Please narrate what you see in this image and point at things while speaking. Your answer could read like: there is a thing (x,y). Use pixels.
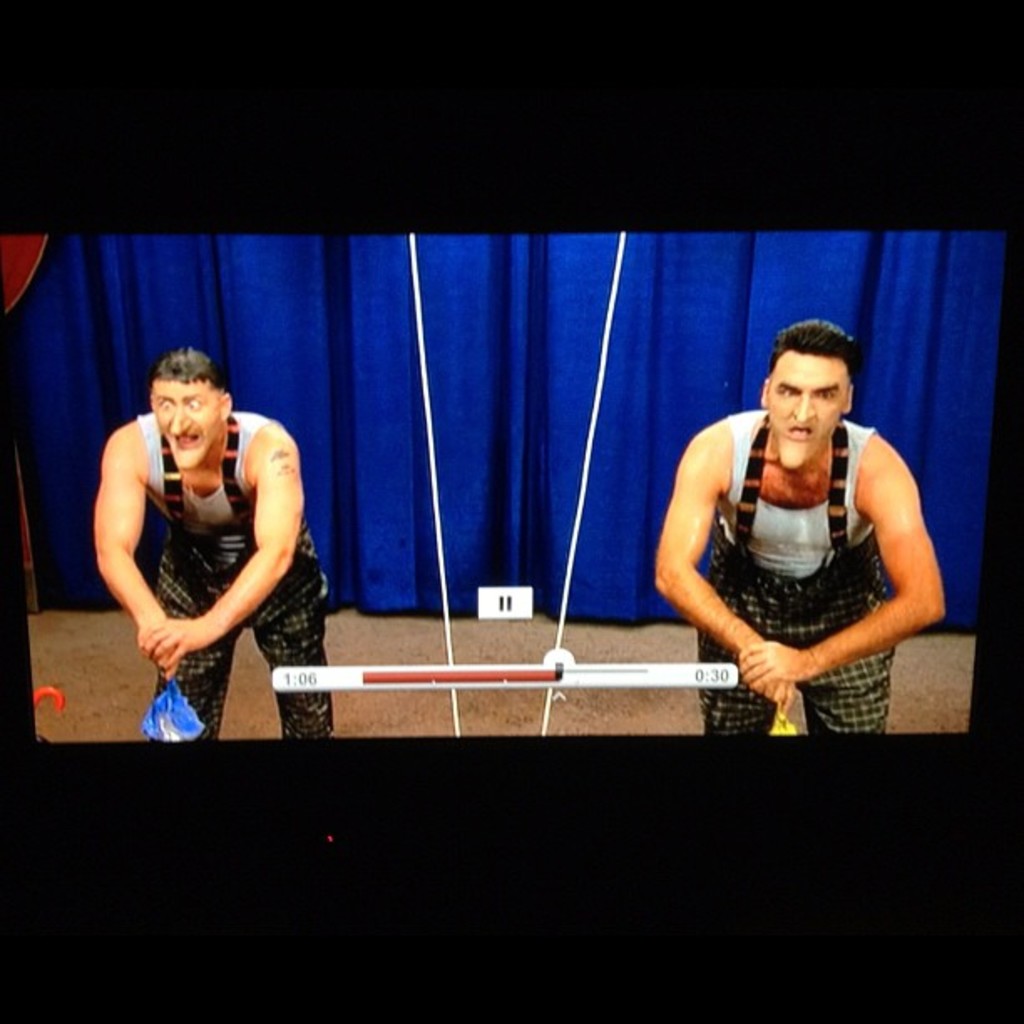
In this image, we can see a screen (817,604). On the screen (415,615), we can see two people (735,520) holding something in their hands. In the middle of the screen (568,525), we can see a playback bar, two ropes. In the background of the screen (664,261), we can see the blue color curtain (536,577). At the top (530,41), we can see black color, at the bottom (560,907), we can also see black color.
